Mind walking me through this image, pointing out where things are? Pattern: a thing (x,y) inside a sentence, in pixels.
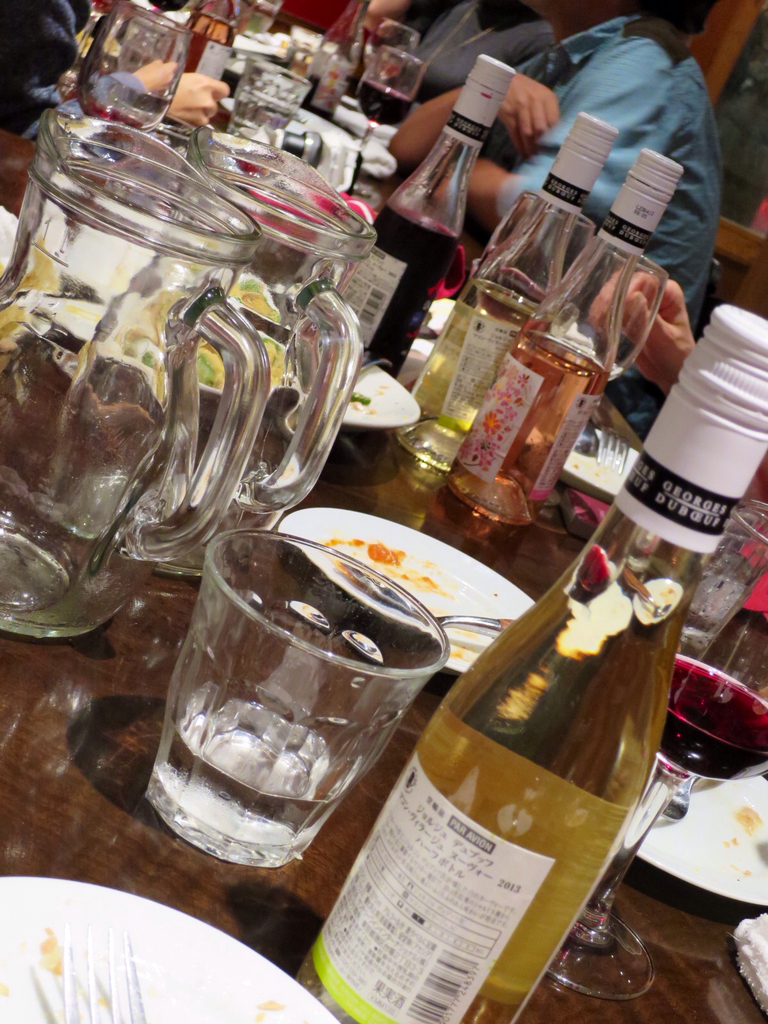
In this image I can see a table (108,813). On the table (101,774) there are some glasses (337,740), bottles (533,689) and plates (328,540) are placed and few people (532,117) are sitting around the table (63,783).
